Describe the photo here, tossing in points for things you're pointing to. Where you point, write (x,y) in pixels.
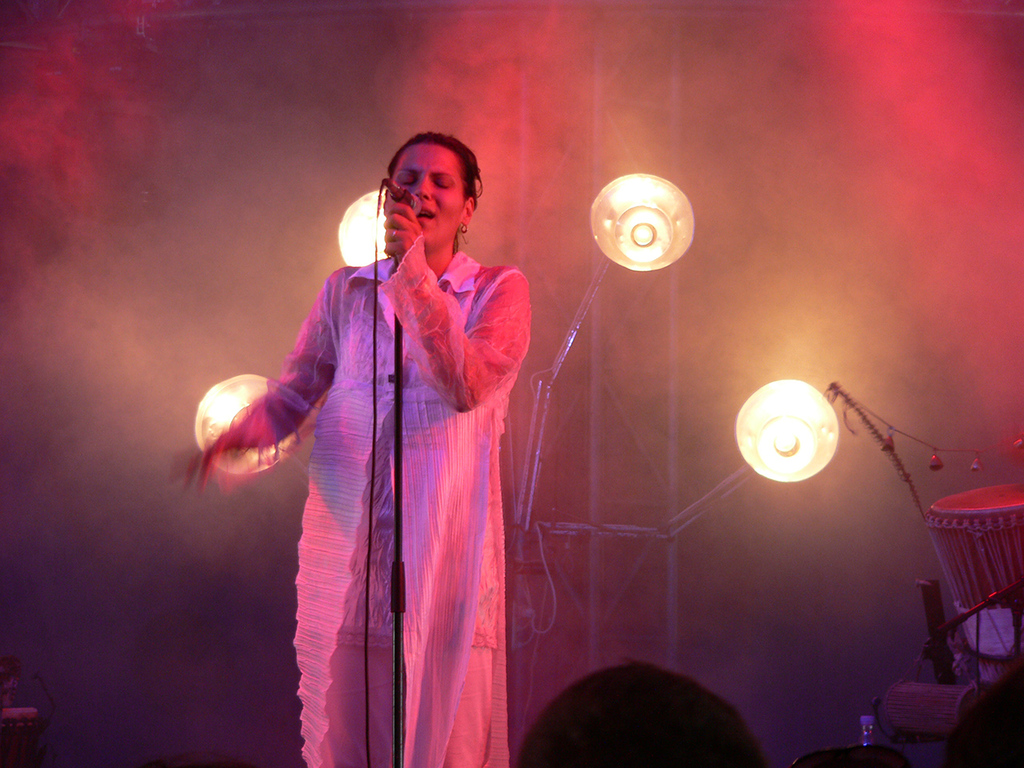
In this image there is a woman (403,497) standing, in front of her there is a mic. On the right side of the image (913,714) there are musical instruments (928,689). At the bottom of the image (580,728) we can see the heads (628,724) of a few people (738,738). In the background (671,212) there is a metal structure (568,337) and lights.
